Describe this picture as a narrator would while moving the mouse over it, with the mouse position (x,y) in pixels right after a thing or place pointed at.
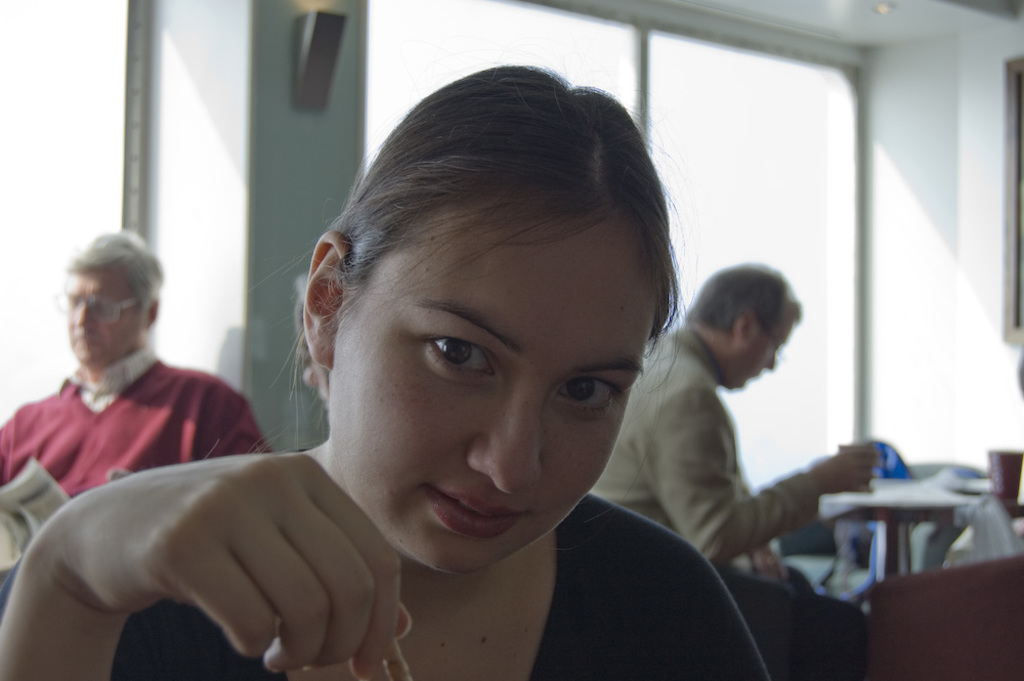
In this picture there is a woman (357,574), behind her there are two men (788,524) sitting and we can see glass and objects (888,454) on the table (856,500). In the background of the image (898,158) we can see wall (924,111) and glass (675,90).
